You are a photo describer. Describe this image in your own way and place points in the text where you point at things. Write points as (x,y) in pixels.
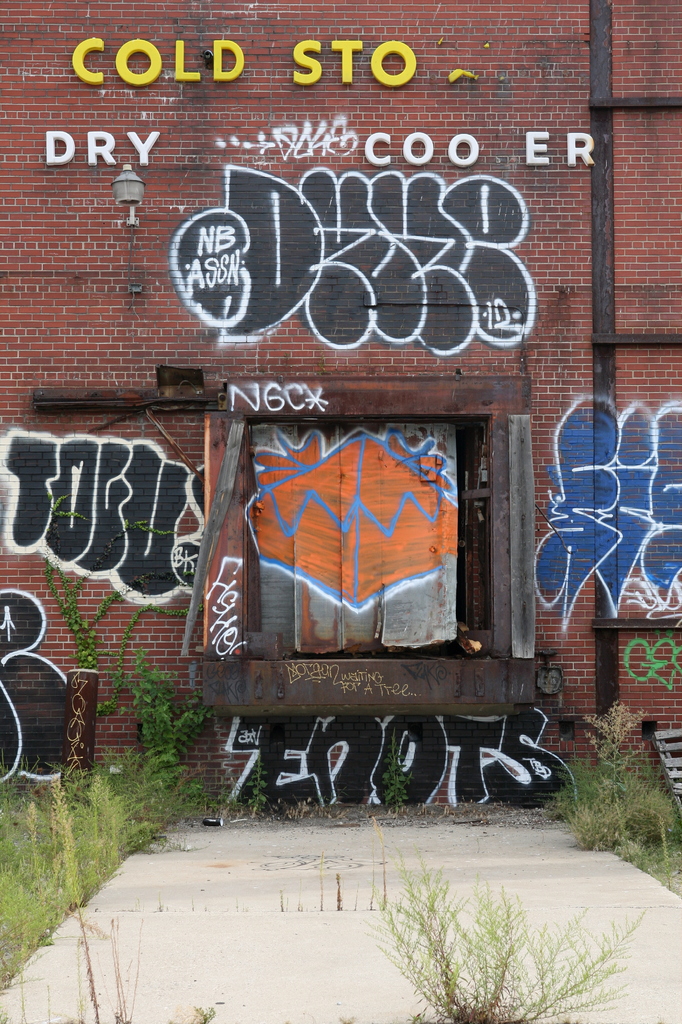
In this image there is a wall (117,614) having a window (416,613). There is some text (342,247) painted on the wall (50,611). Bottom of the image (283,867) there is a path (381,868). There are plants (74,818) on the land (442,838). Left side (78,693) there is an object (77,742) on the land (73,810). A light (125,165) is attached to the wall (63,710).
